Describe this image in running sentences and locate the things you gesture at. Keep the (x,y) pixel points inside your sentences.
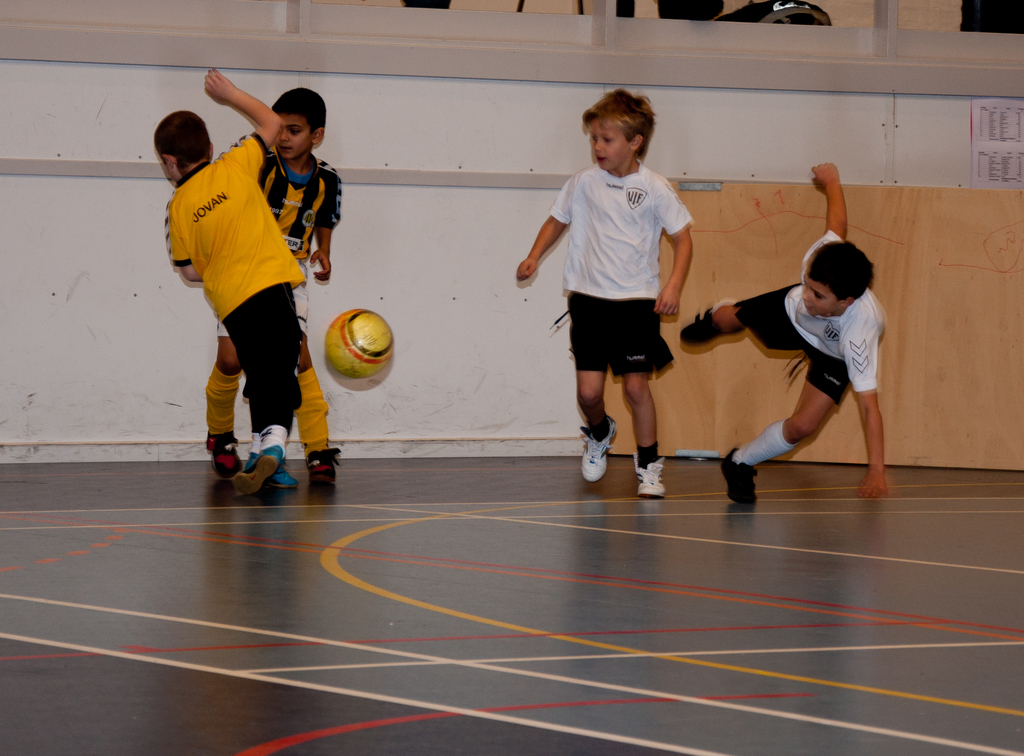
In this image children (719,303) are playing football.
